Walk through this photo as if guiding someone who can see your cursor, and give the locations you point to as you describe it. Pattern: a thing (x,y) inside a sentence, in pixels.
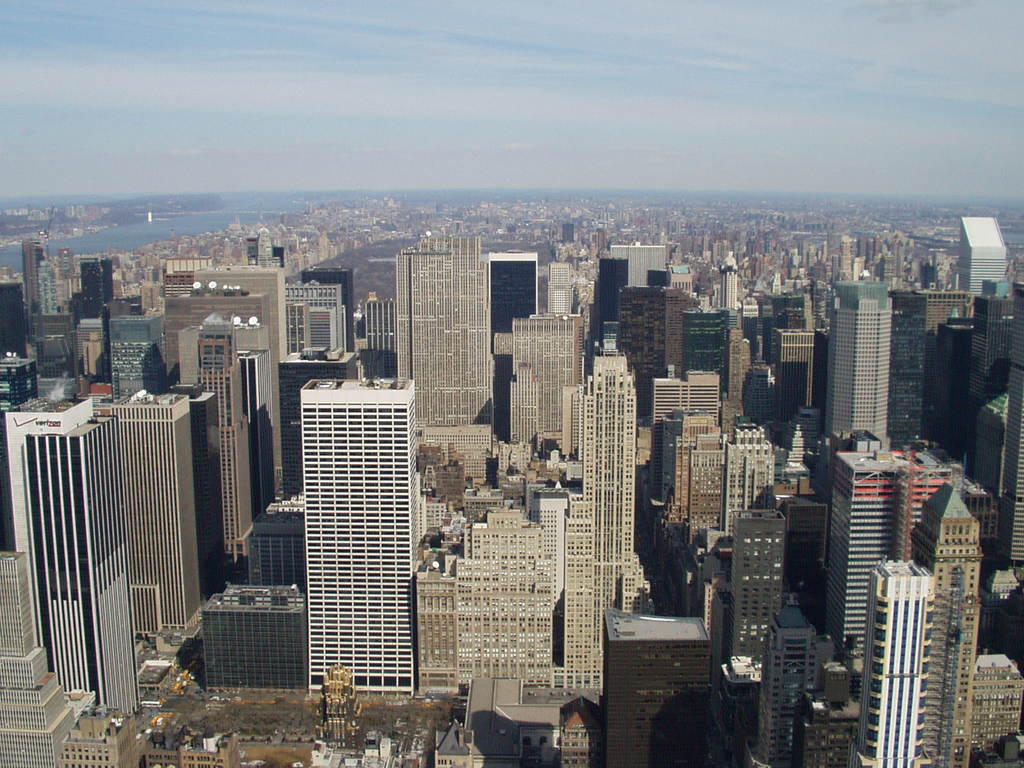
This image is clicked from a top view. It consists of many buildings (420,536) and skyscrapers (937,593). On the left (154,228), we can see the water (120,235). At the top (307,106), there is sky (346,86).
